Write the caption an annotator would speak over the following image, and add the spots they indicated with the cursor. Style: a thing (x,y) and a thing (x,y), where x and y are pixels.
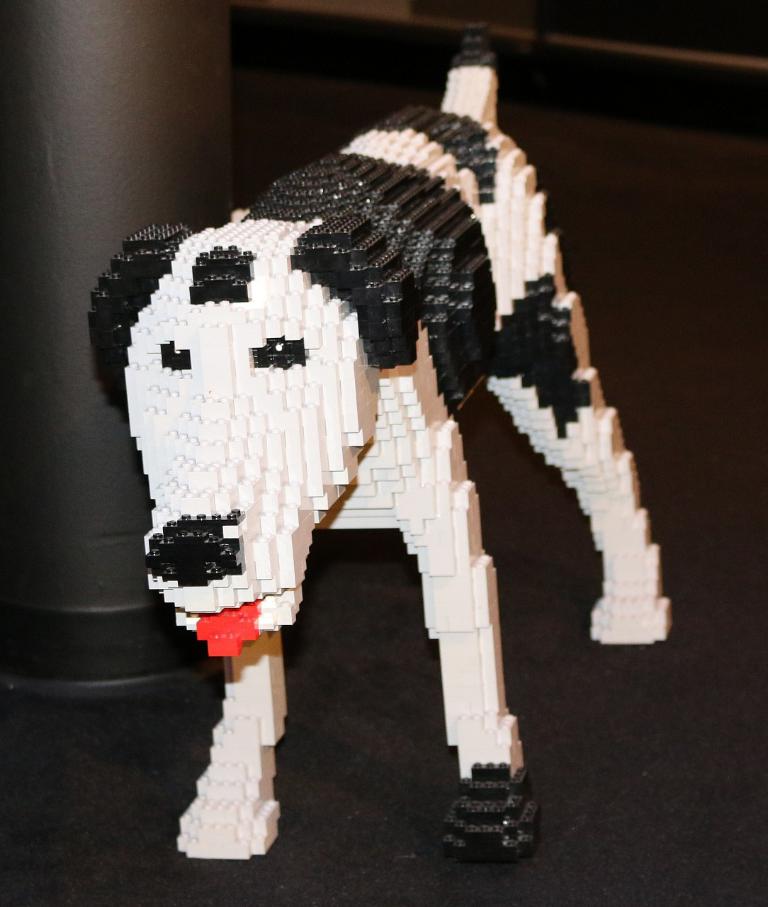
This is a black and white color dog (344,467), this is pillar (142,223).
